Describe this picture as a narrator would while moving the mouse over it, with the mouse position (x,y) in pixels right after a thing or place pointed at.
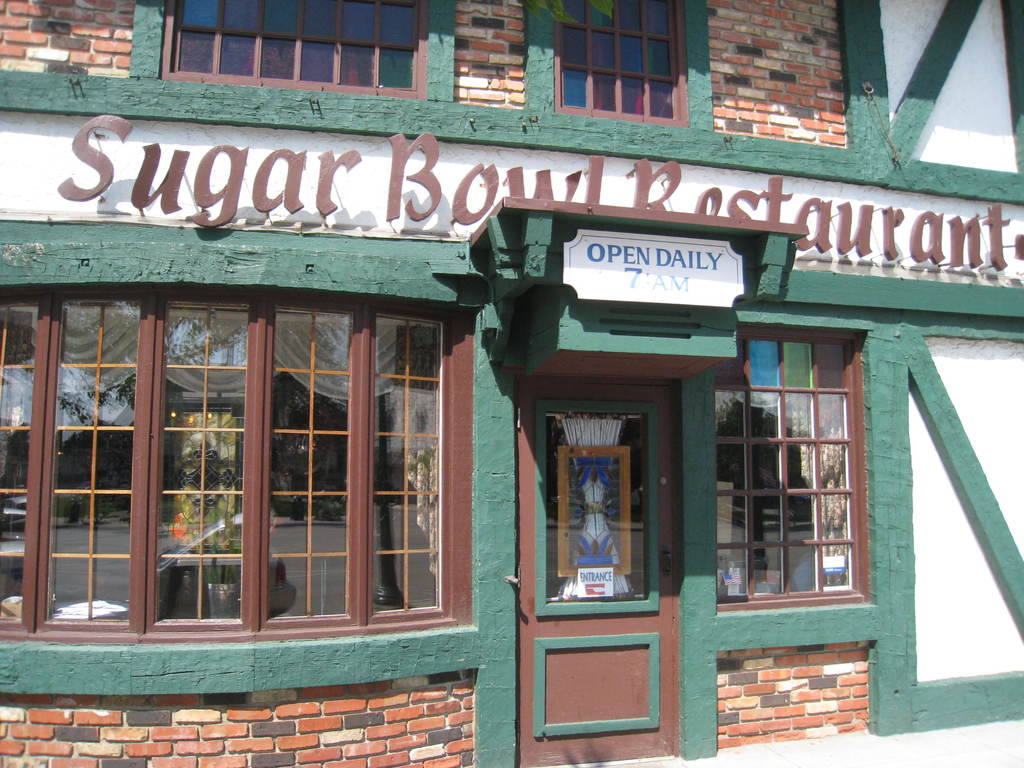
In this picture we can see a building (535,47), door (615,586), glass windows (634,502) and boards (578,198). We can see the reflection (79,505) on the glass windows (428,490).
